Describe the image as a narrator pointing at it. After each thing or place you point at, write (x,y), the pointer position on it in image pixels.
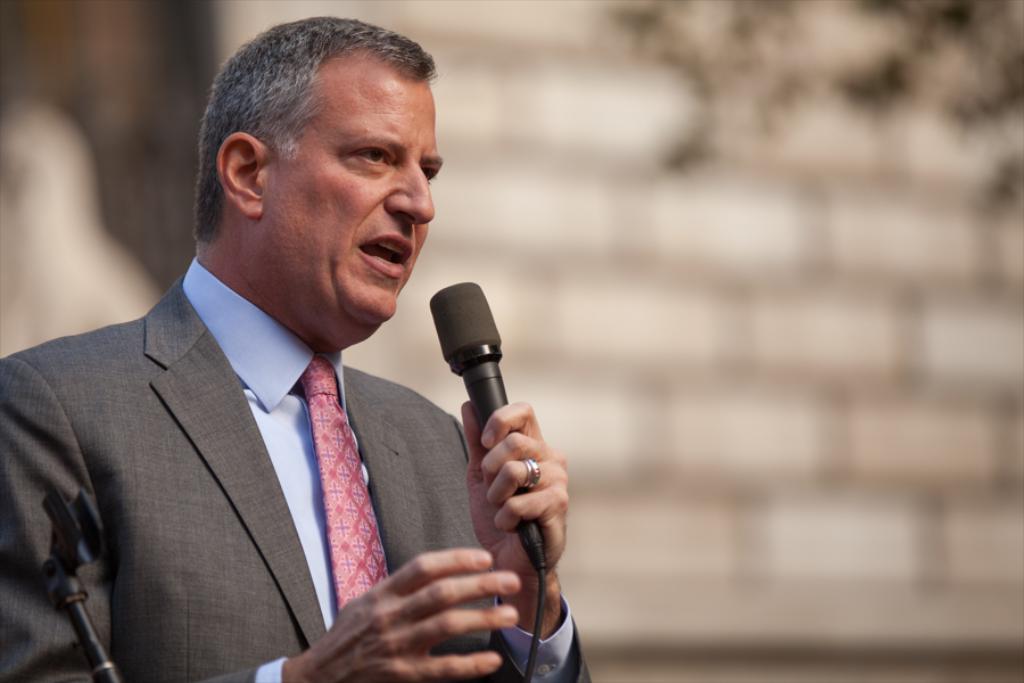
This picture shows a man (97,572) speaking with the help of a microphone (445,290) by holding in his hand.
